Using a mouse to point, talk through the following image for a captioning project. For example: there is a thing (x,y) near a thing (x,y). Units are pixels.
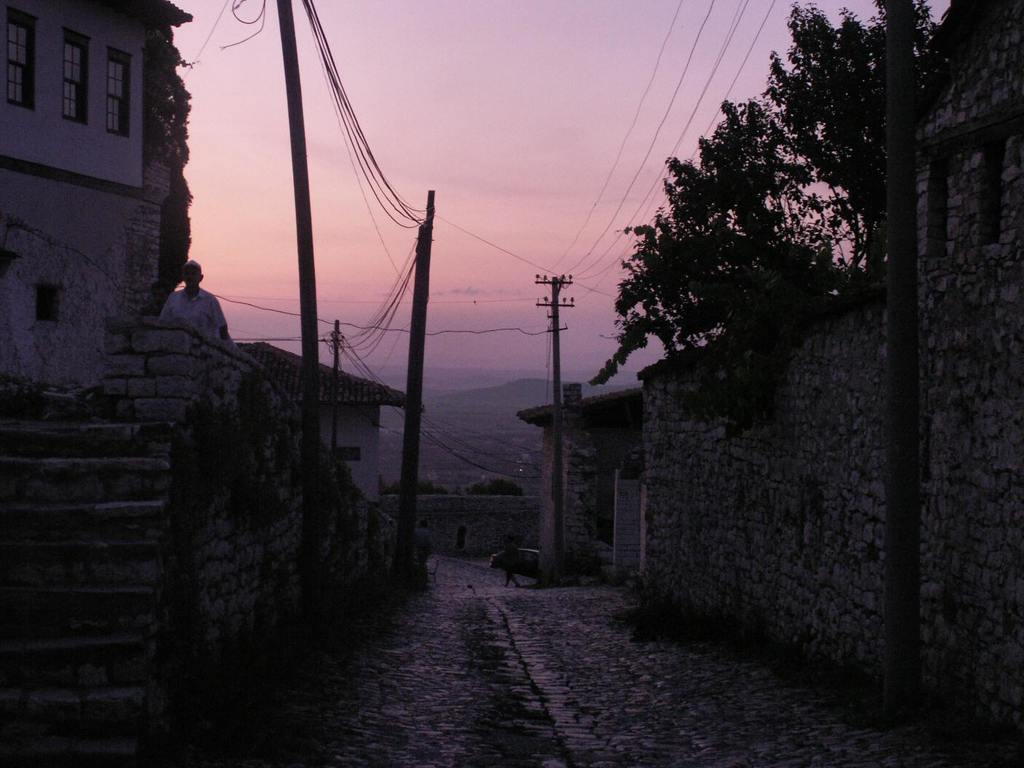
In this image, we can see buildings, stairs (166,537), trees (753,414) and a person (218,335) on the left (213,318). In the background (426,251), there are poles (552,302) along with wires (413,218) and we can see an animal (518,577).
